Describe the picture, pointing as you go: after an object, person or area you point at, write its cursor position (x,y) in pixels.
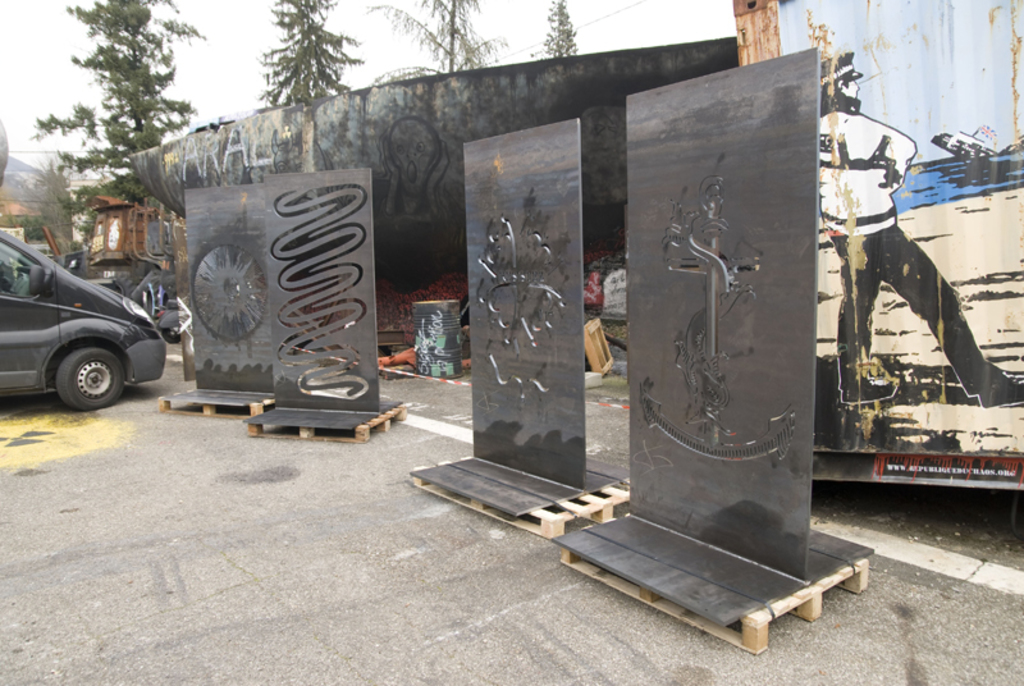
In this image we can see boards (665,408) placed on the wooden stands (765,630), road (301,534), car (76,343), advertisement (929,188), sky (381,17), electric cables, hills (21,163), and trees (109,40).
